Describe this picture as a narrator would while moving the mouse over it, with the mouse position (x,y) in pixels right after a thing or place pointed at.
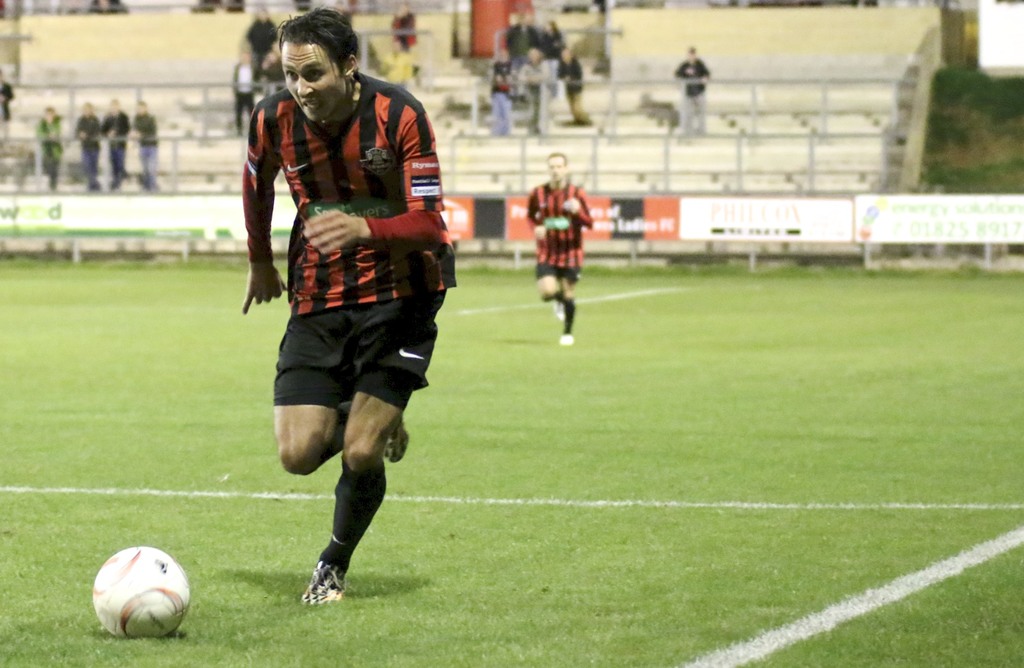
In the picture I can see two men (373,309) are running on the ground (447,424). Here I can see a ball (168,604) on the ground (203,568). In the background (462,339) I can see fence (617,224), the grass (533,411), people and some other objects (600,98).
